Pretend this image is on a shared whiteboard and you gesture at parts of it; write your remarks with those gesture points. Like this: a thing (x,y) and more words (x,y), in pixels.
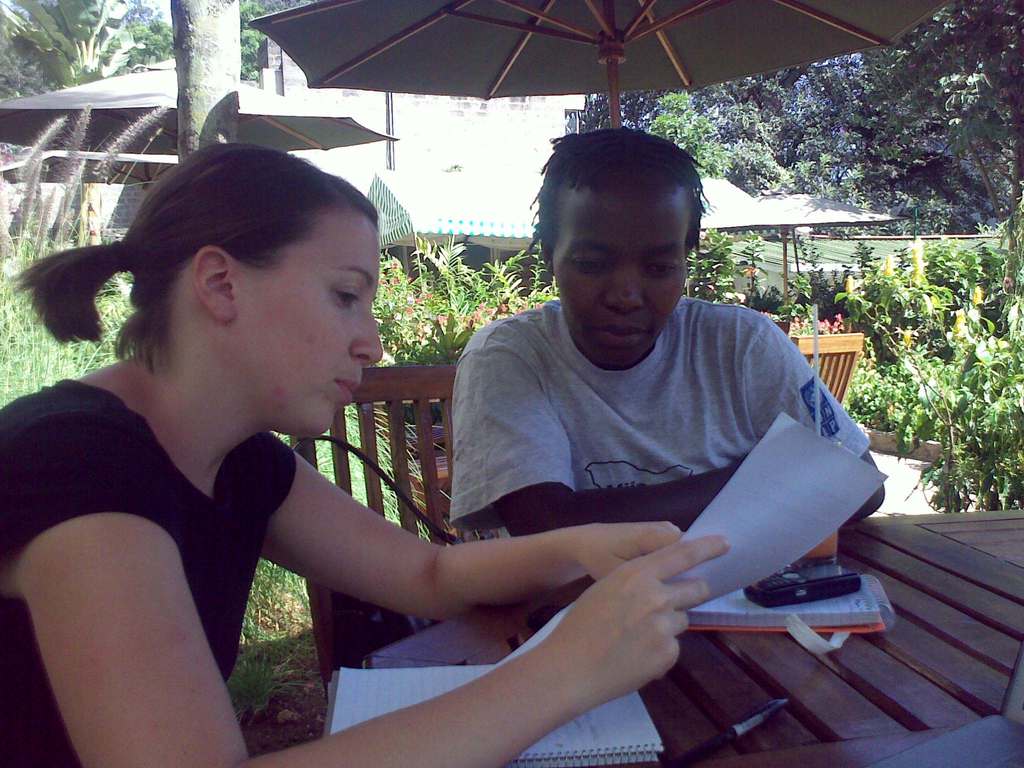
In this picture we have a woman (71,741) and a person (602,335). The woman (633,576) is looking at the paper (802,532) in her hand (574,668) and there is a notebook (482,672) in front of her, There is a table (1019,531) in front of her also there is a mobile phone (809,578) on the table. In the background (751,195) there is an umbrella (483,15), plants (447,261) and a building (430,127).
